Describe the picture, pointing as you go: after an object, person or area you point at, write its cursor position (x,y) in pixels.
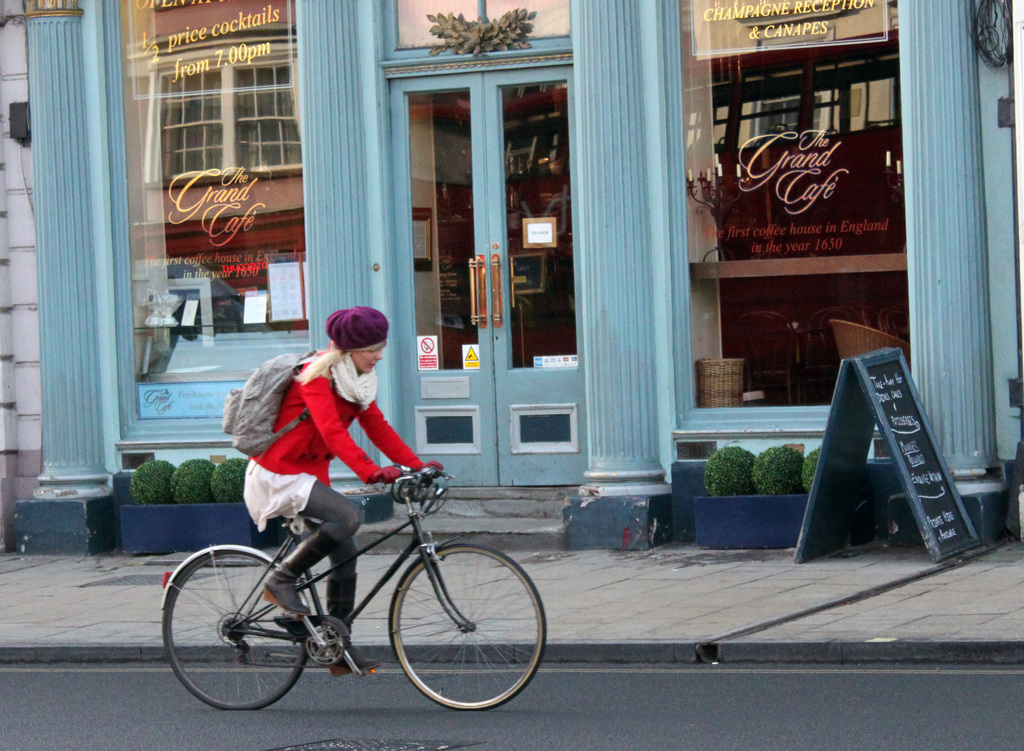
In the image we can see there is a person (345,538) who is sitting on the bicycle (537,600) and the bicycle (279,562) is moving on the road (377,699) and on the other side there is a building (615,268). The building (450,278) is in blue colour and there is a glass window (829,218) on which it's written the grand cafe.
